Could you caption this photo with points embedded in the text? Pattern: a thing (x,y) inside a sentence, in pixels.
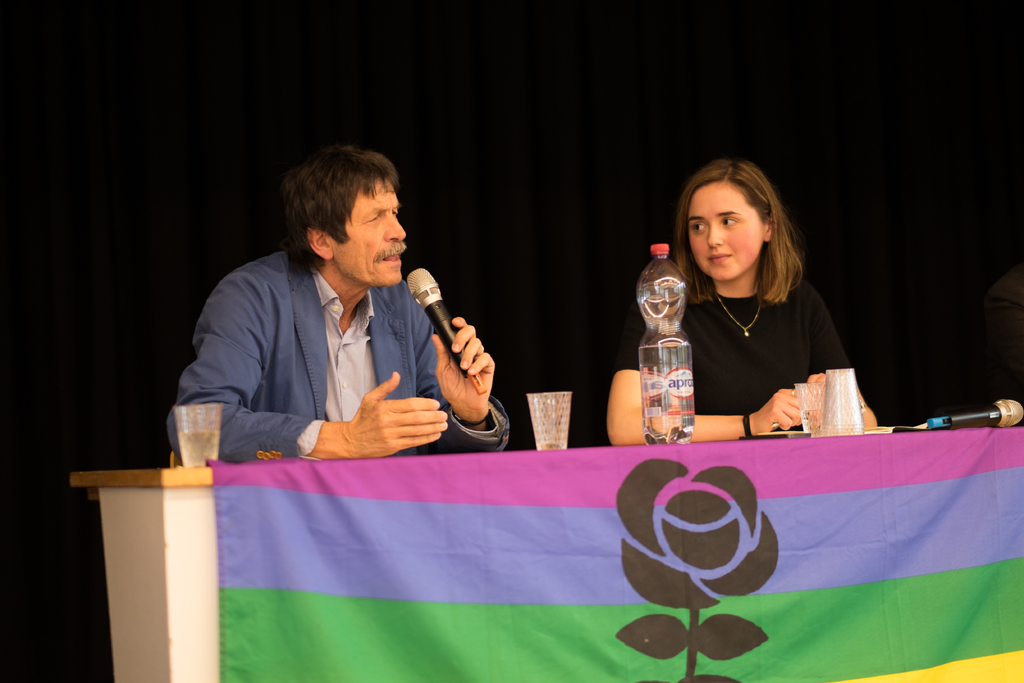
In the image there are three people (315,336) in front of a table (632,554), the first person (355,346) is speaking through the mic (448,311) and on the table (735,457) there are glasses (850,406), a bottle (676,352) and a mic (955,417). In the background (454,130) there is a curtain (515,145).
